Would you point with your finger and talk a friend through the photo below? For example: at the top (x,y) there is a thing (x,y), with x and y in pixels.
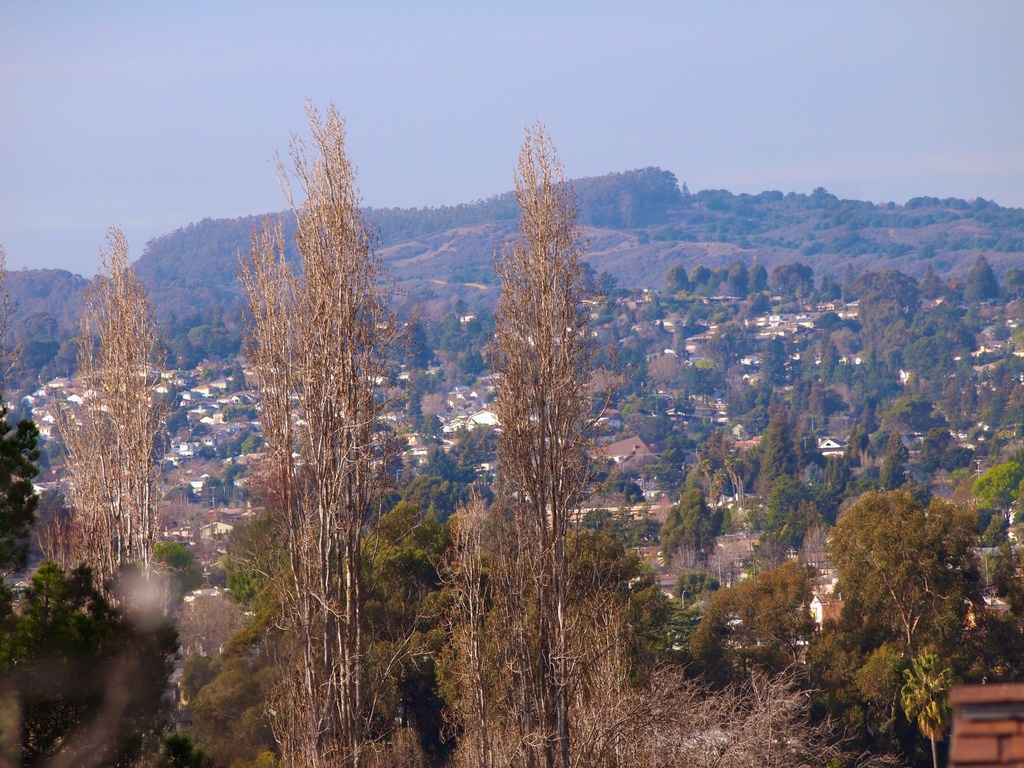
In this image, we can see some trees (675,433). There is a hill (720,250) in the middle of the image (482,262). There is a sky (494,39) at the top of the image (494,39).
